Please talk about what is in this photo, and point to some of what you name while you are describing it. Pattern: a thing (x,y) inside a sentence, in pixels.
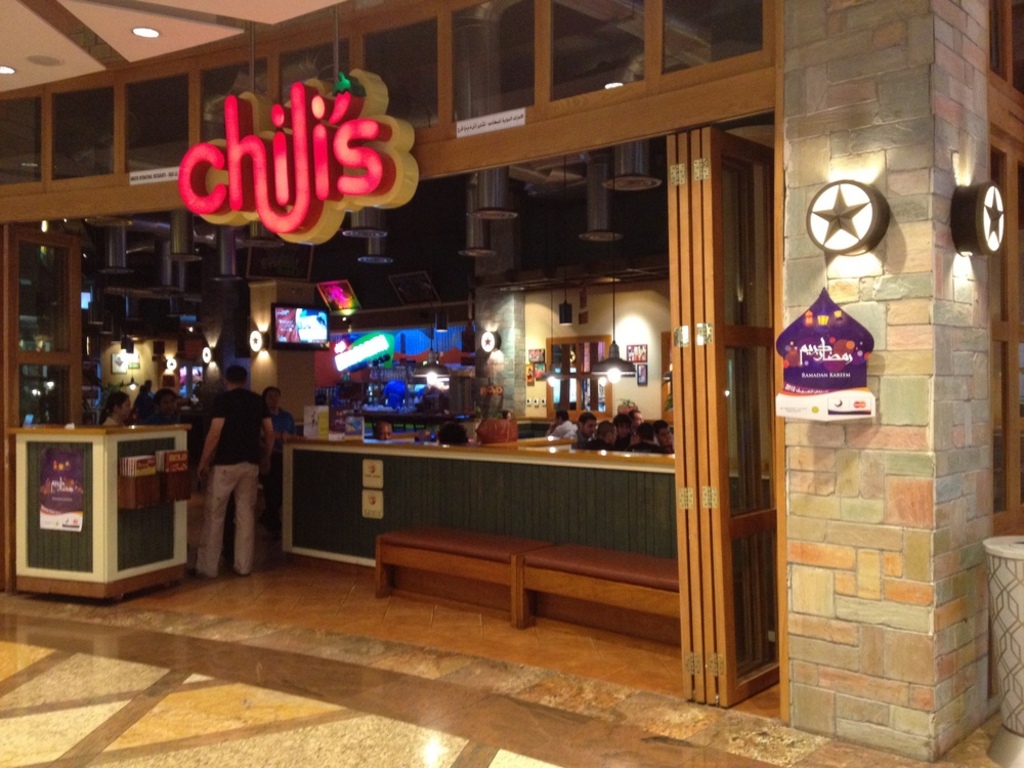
In this image we can see a restaurant (134,115) with a name board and we can also see some people (231,486) sitting and standing and we can also see the lights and wooden objects (480,576).
